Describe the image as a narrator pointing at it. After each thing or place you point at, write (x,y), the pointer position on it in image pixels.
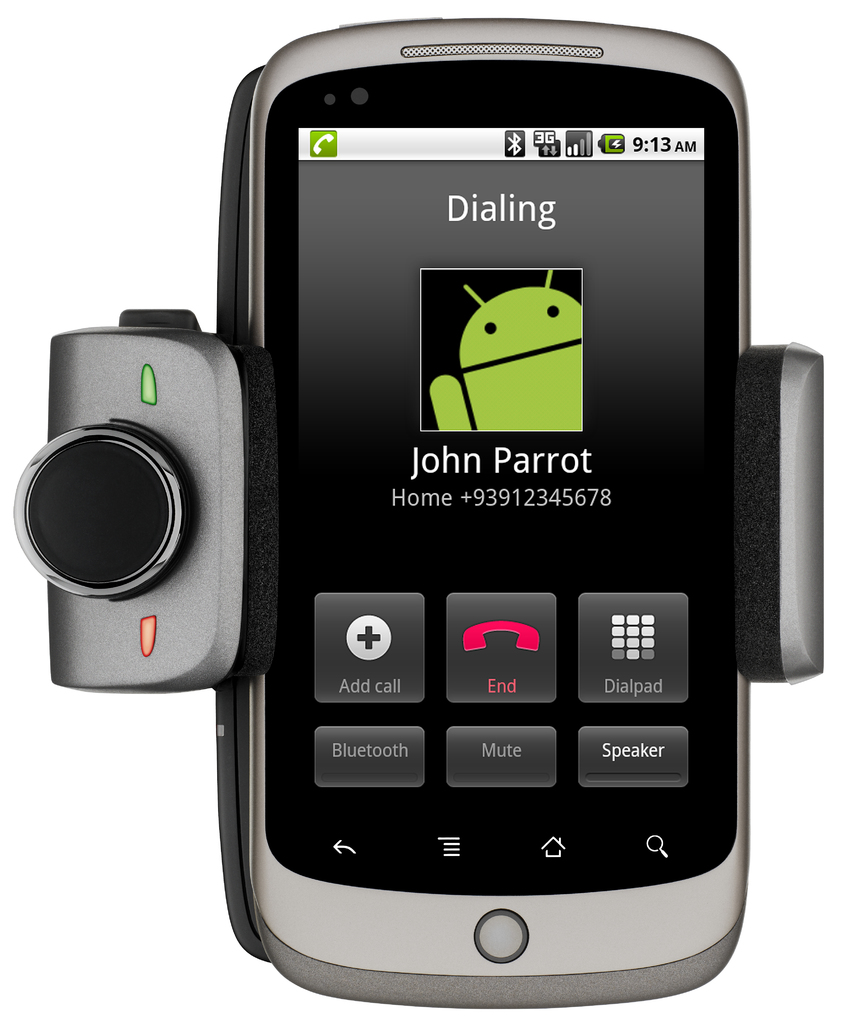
In this image I can see a mobile (602,478), some object (247,515) and white background (107,945). This image looks like an edited photo.
